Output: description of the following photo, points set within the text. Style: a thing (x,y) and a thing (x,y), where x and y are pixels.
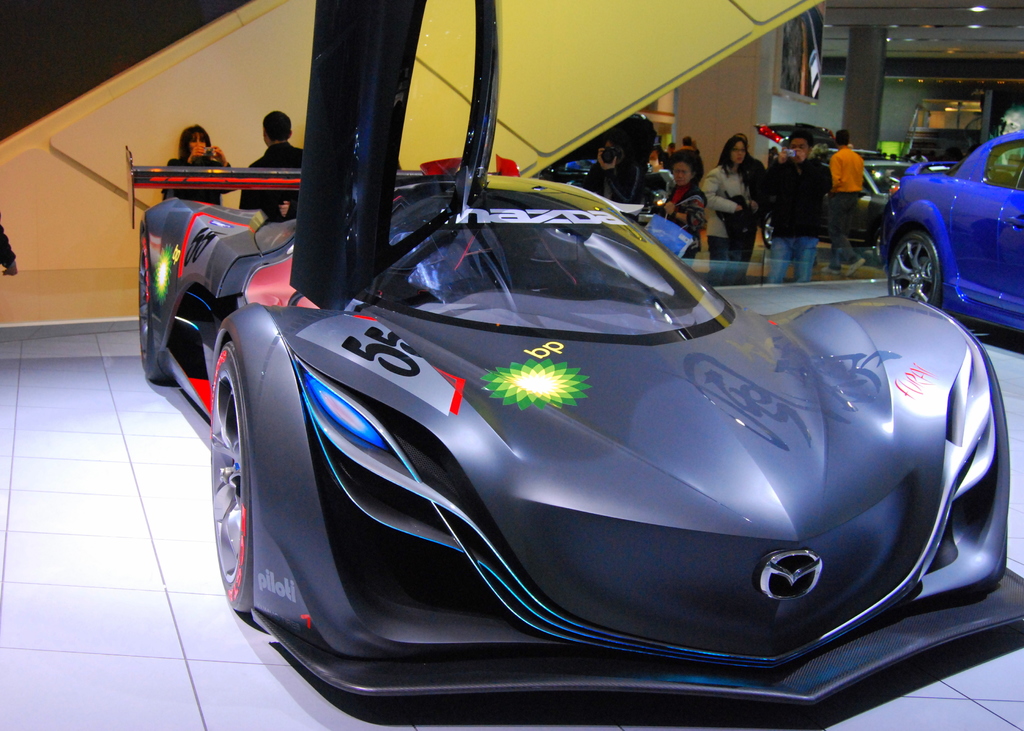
In this image, in the foreground (402,174) I can see a car (923,330) and there are many other cars (1019,223), at the back (812,173) people (622,189) are standing and taking picture.
